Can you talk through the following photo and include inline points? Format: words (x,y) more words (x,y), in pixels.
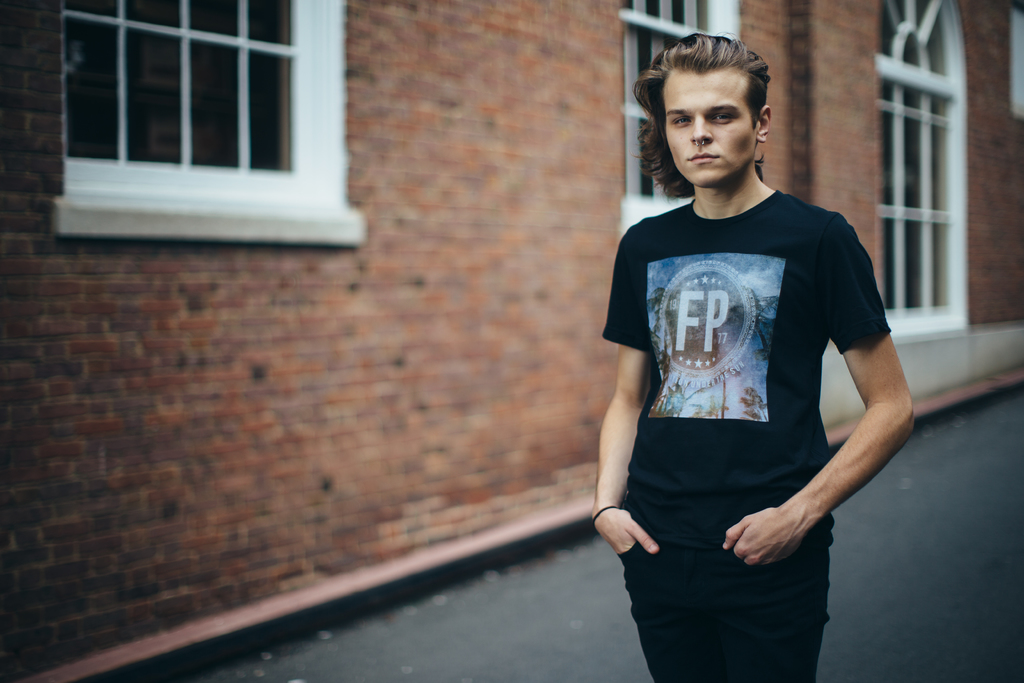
In this image there is a person (614,321), beside the person (753,152) there is a wall (497,79) with glass windows (151,99).
